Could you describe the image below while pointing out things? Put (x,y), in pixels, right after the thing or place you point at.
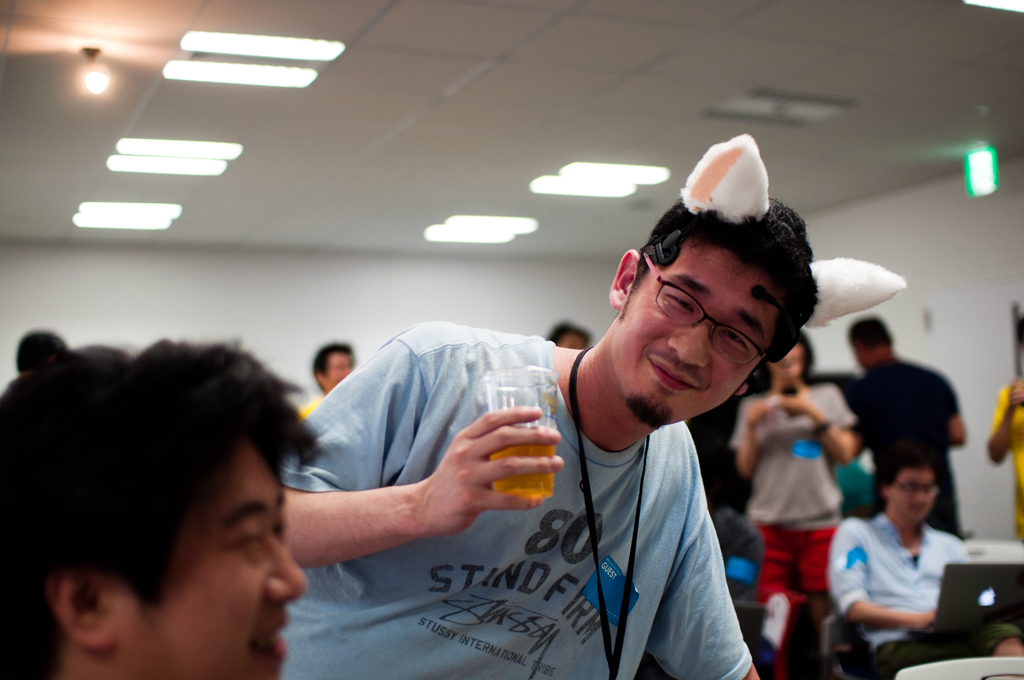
In the center of the image (446,441) we can see a man (498,491) holding a glass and there are people (1008,629) sitting. We can see a laptop (957,626). In the background (314,323) there is a wall (229,325). At the top (270,76) there are lights (184,172).
